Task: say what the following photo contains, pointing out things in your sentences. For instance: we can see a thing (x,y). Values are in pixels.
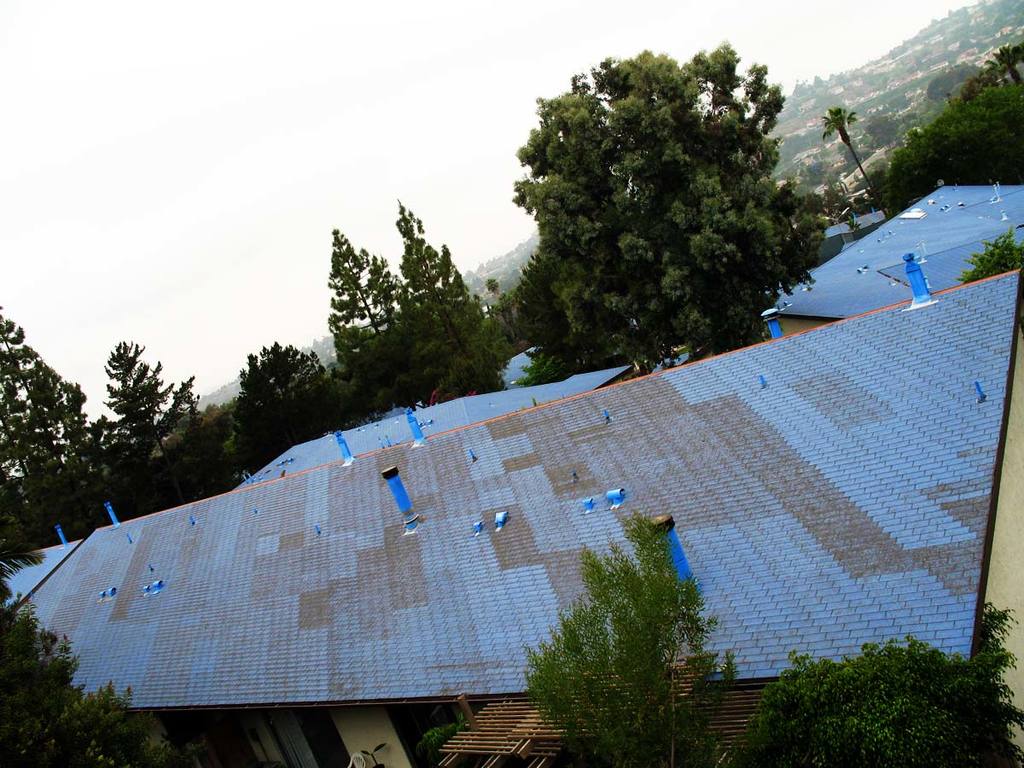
In this picture I can see rooftops (914,247), houses (952,205), trees (347,273), and in the background (286,134) there is sky (474,79).
